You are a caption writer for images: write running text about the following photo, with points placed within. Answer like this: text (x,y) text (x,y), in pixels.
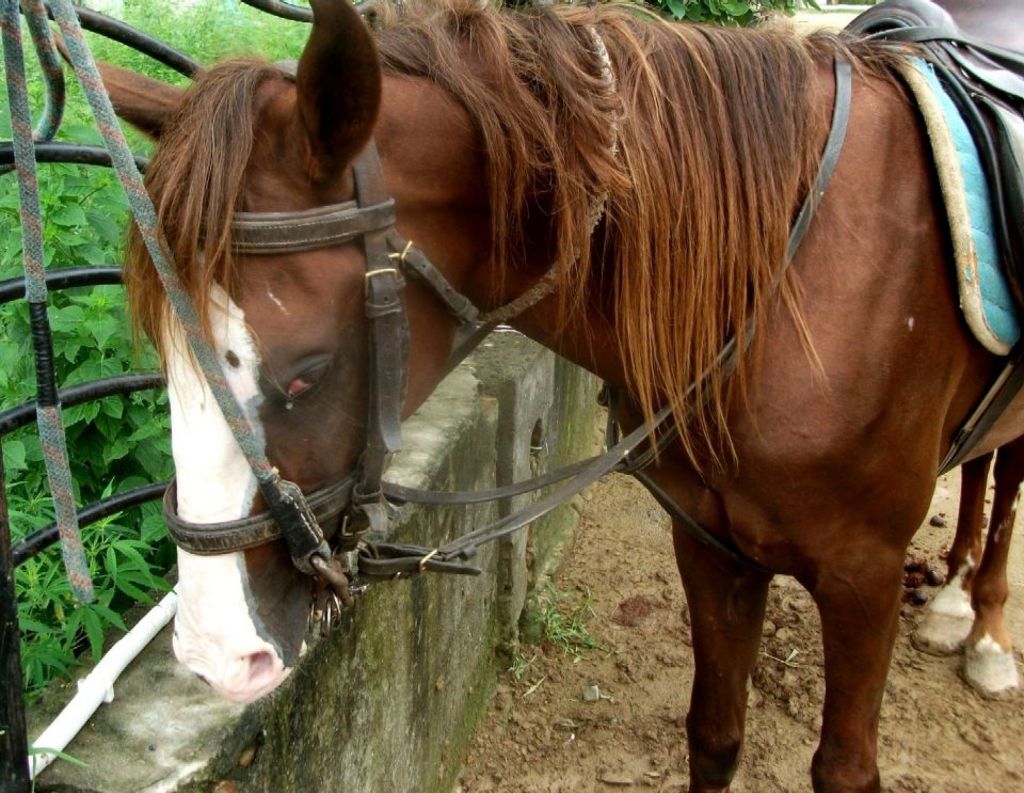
On the right side (725,321) there is a horse (865,592) on the ground (659,630). On the left side (313,749) there is a wall (325,709) and fencing (90,25). In the background (23,307), I can see many plants (23,342).
